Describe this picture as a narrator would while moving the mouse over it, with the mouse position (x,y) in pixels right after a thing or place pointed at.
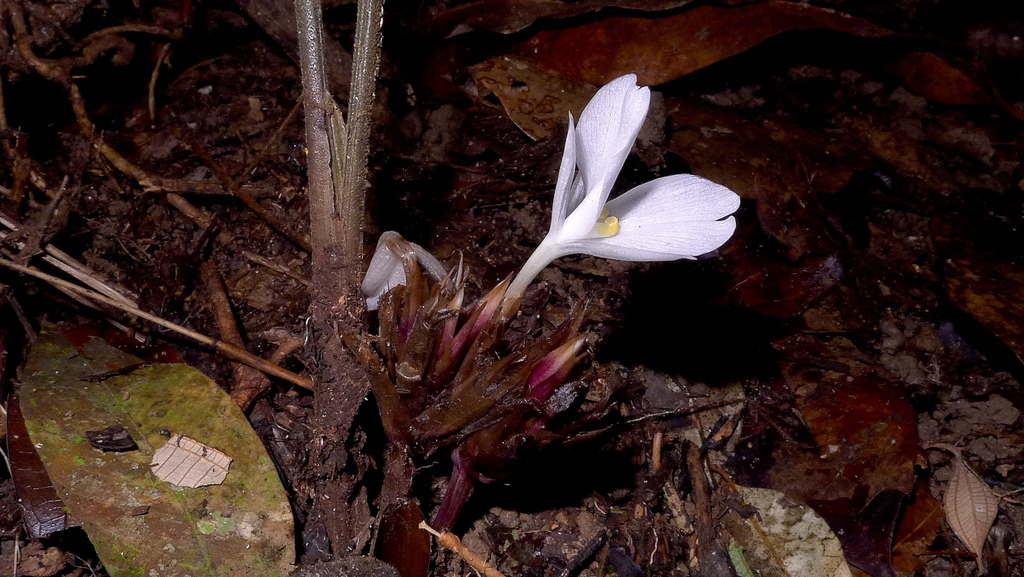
In this image there is a white flower (573,190) in the middle (530,271). At the bottom (195,404) there are leaves (181,401) and some dry sticks (230,320). On the right side (874,391) there are dry leaves (953,245) on the ground (914,369).
